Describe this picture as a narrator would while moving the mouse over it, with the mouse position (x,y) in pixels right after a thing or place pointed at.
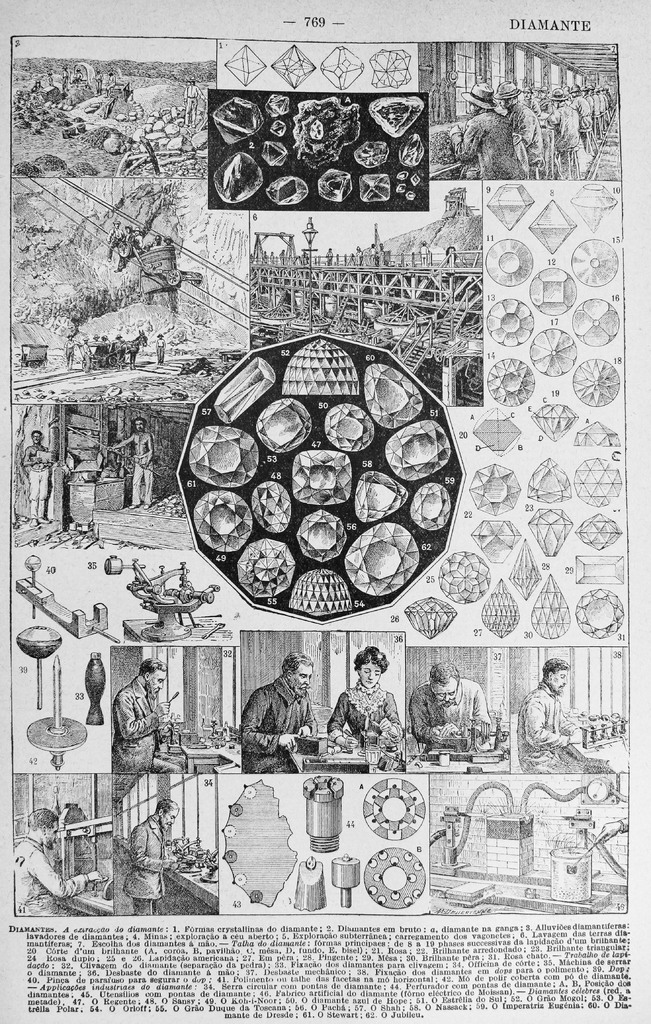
In this picture, we can see a poster (321,526) with some text (193,975), and some images (309,876) on it.
